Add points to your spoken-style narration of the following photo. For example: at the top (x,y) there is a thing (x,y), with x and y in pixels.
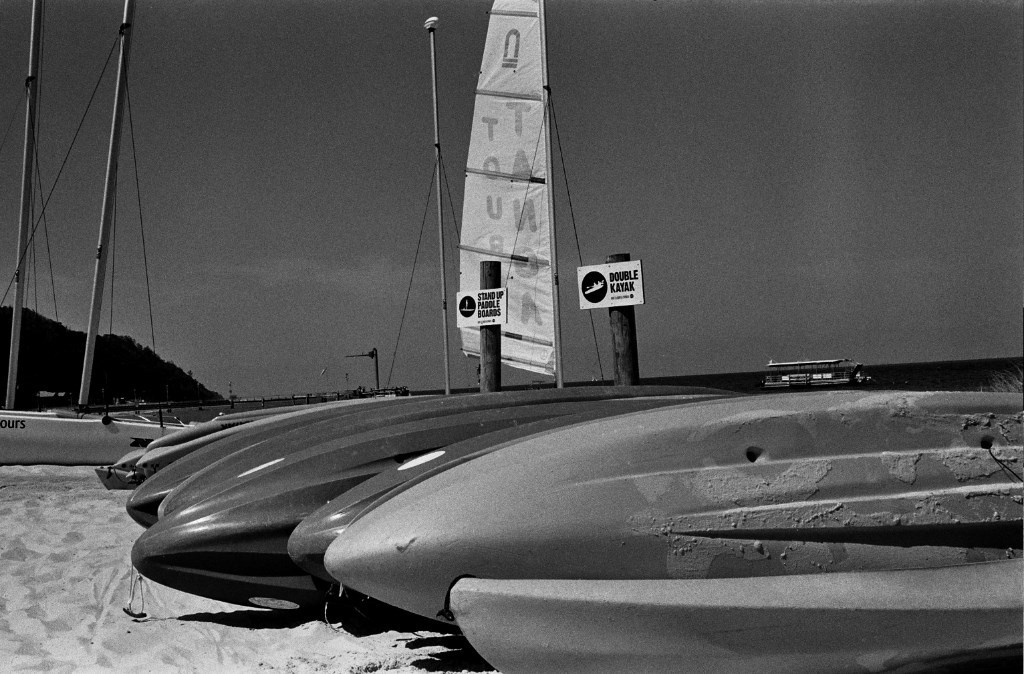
In this image we can see boats (147,568), sand (47,503), water (933,365), ship (808,377), log (627,373), information boards (582,303), poles (118,101), ropes (112,53), hills (200,386) and sky (570,155).
